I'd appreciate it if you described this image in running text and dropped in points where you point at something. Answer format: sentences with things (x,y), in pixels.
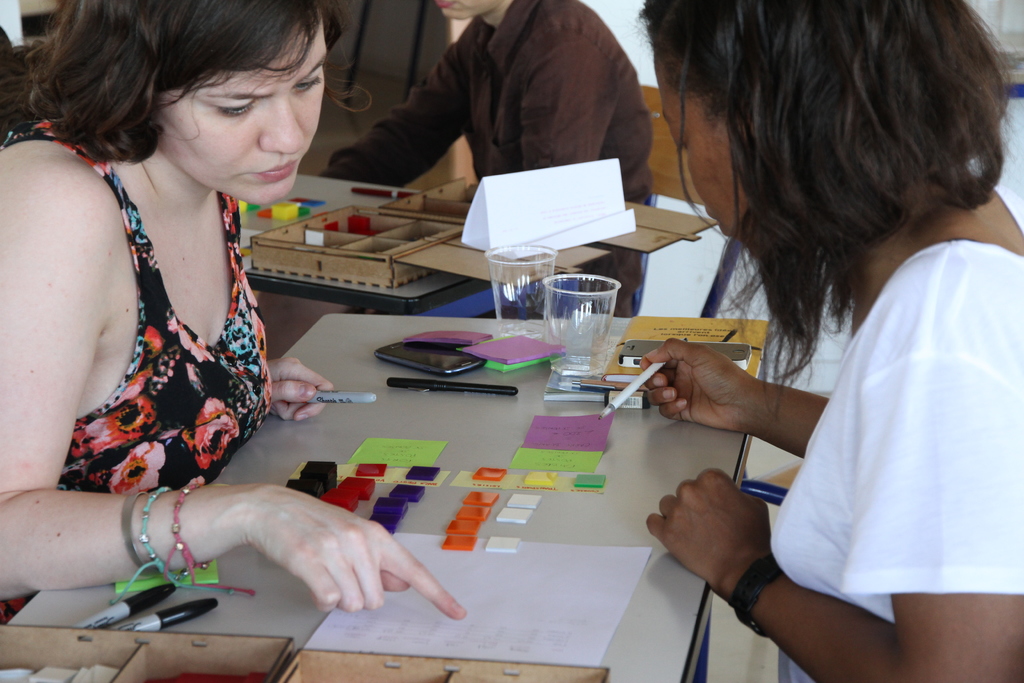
In this image we can see there are people (216,207) sitting on the chair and holding pen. And we can see there are tables (512,530), on the table (371,378) there are papers (515,602), boxes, books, pens (423,383), glasses (607,355) and few objects (428,362).
